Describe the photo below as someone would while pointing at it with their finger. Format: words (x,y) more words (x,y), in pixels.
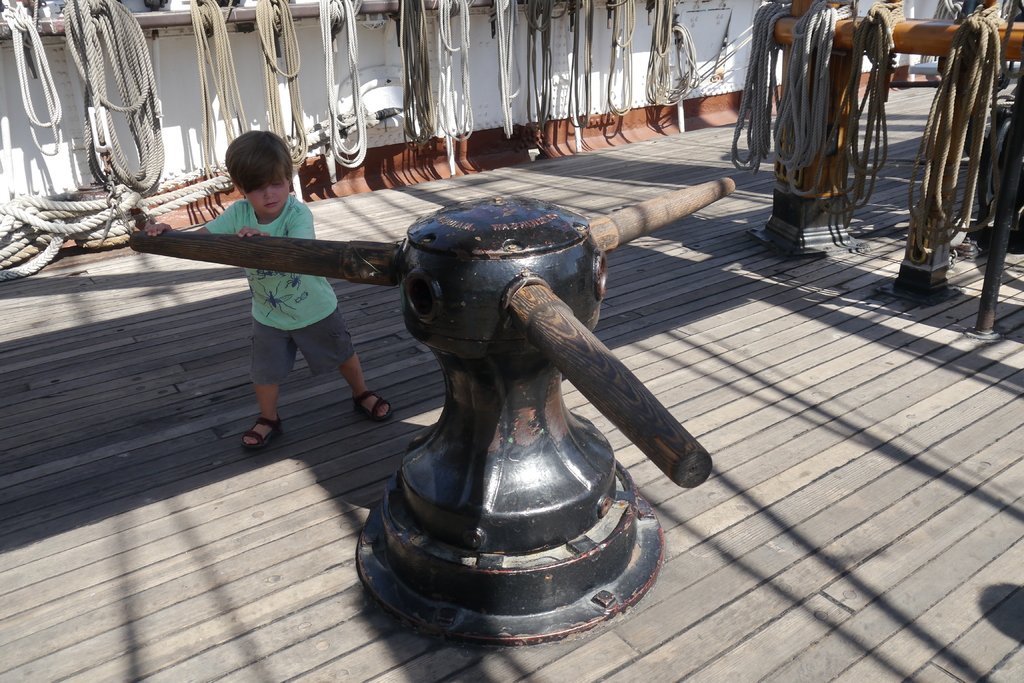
In the center of the image (559,316) we can see a boy (261,374) is holding a machine (479,411). In the background of the image (871,74) we can see the wall (923,14), ropes (629,71), rods (1015,48). At the bottom of the image (763,612) we can see the floor (652,644).
